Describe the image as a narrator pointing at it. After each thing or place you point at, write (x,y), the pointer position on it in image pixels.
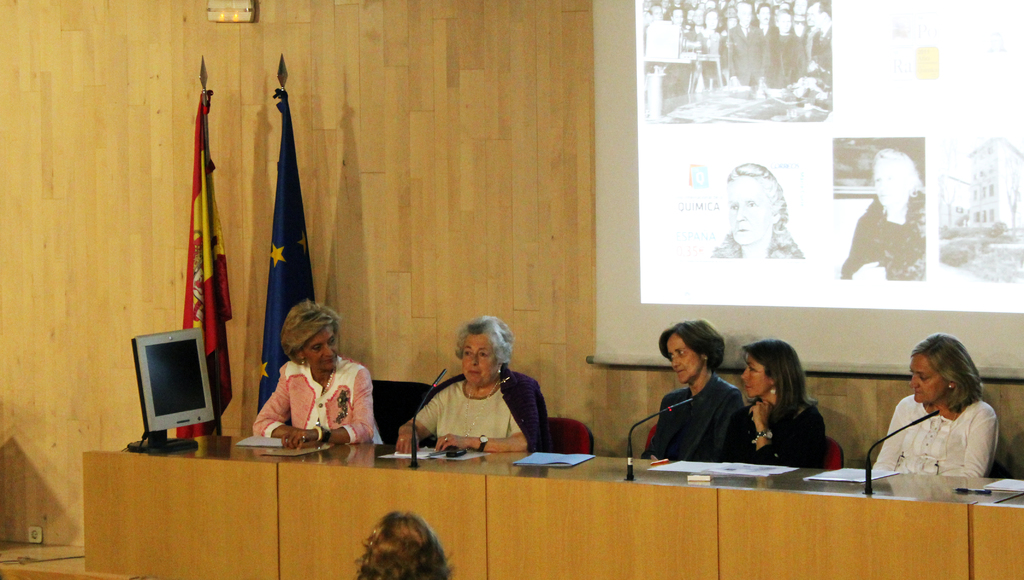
In this image we can see some women (476,328) sitting in the chairs (568,434) beside a table (452,462) which contains a monitor (185,423), papers (426,457), mics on it. On the backside (656,243) we can see a screen (649,219), two flags (284,217) and a switch board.
